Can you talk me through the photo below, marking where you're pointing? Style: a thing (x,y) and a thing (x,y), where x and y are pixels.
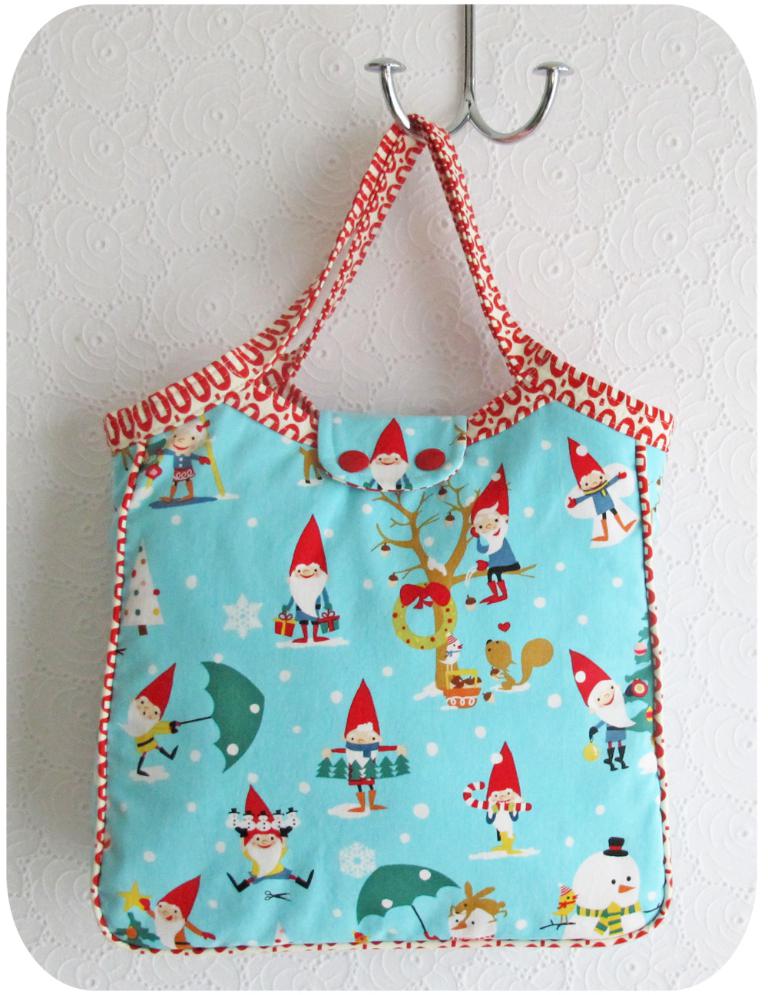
To the hanger (393,106) there is a blue color bag (363,534) with toys (364,808) on it.
